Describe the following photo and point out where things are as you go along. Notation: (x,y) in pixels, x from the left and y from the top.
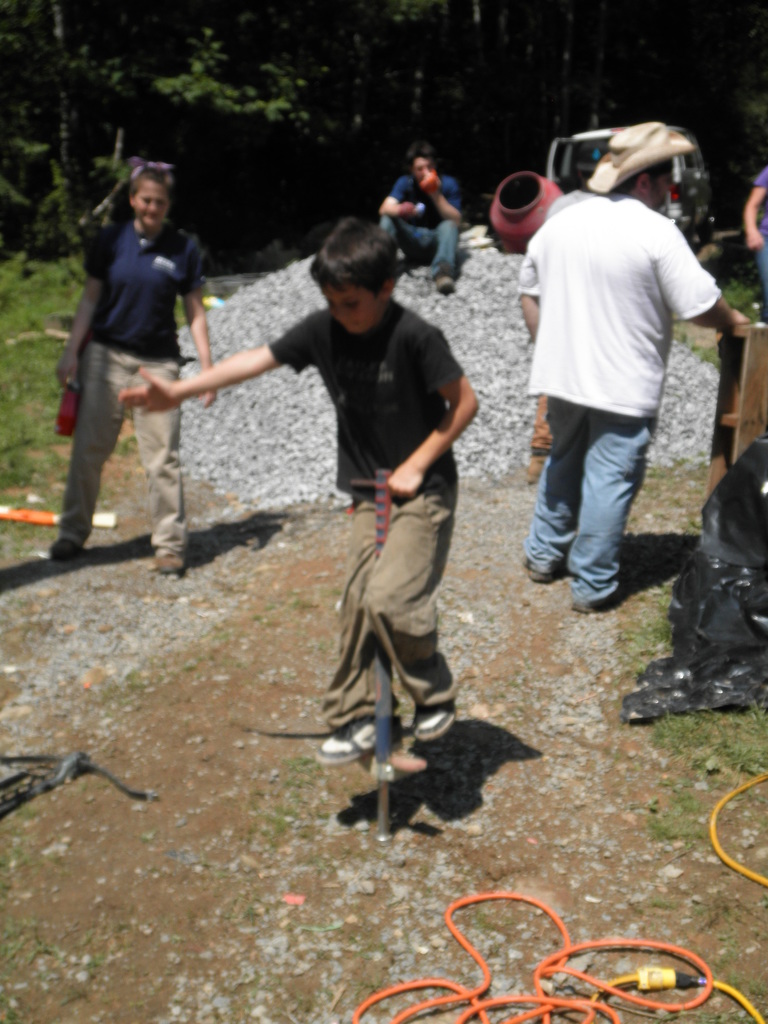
In this image I can see few people (385,425). One person (392,598) is standing on the pole (382,697) and holding. Back I can see trees (351,71), small stones (285,433), vehicles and few objects (444,996) on the ground (284,896).
